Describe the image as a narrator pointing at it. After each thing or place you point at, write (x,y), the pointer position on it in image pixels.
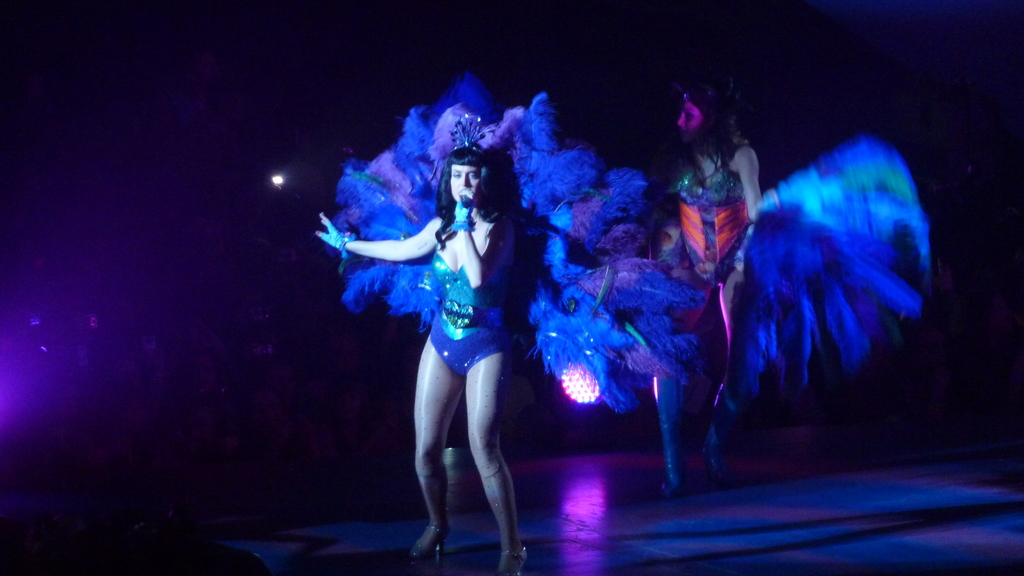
In this image we can see two women (498,350) standing on the stage (547,463) wearing the costumes (475,354). In that a woman (488,451) is holding a mic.
